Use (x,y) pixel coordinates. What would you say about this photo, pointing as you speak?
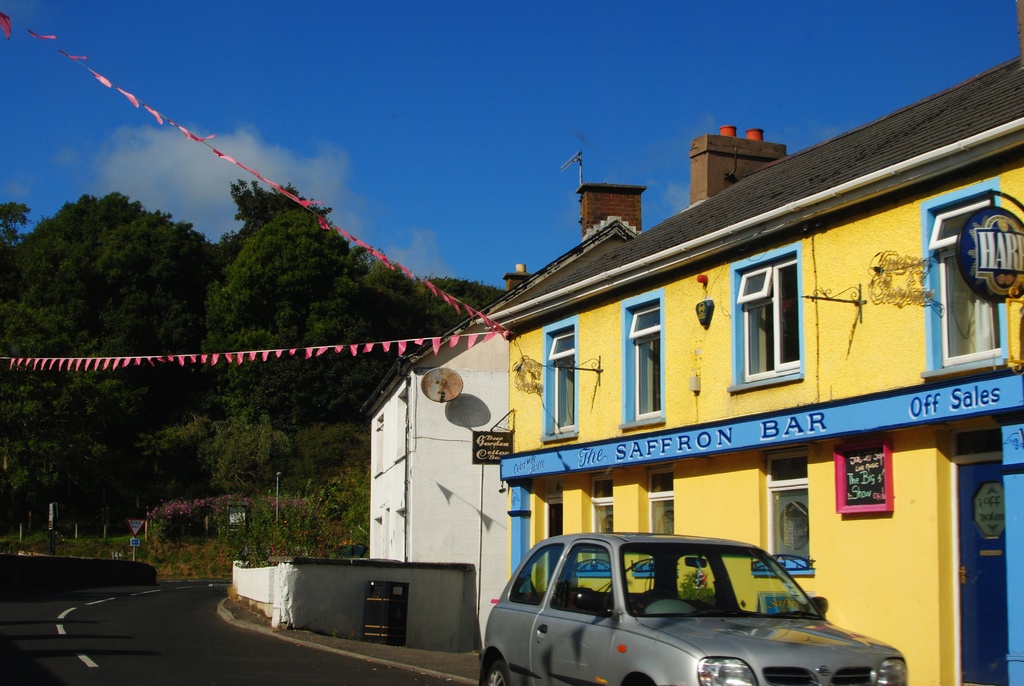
In the image we can see the building (601,388) and these are the windows (760,352) of the building (466,400). We can even see the vehicle (665,608) on the road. Here we can see plants (241,539), poles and trees (275,397). Here we can see decorative flags (254,357), the board (864,480) and text (879,480) on the board (870,494), and the sky (521,88).
